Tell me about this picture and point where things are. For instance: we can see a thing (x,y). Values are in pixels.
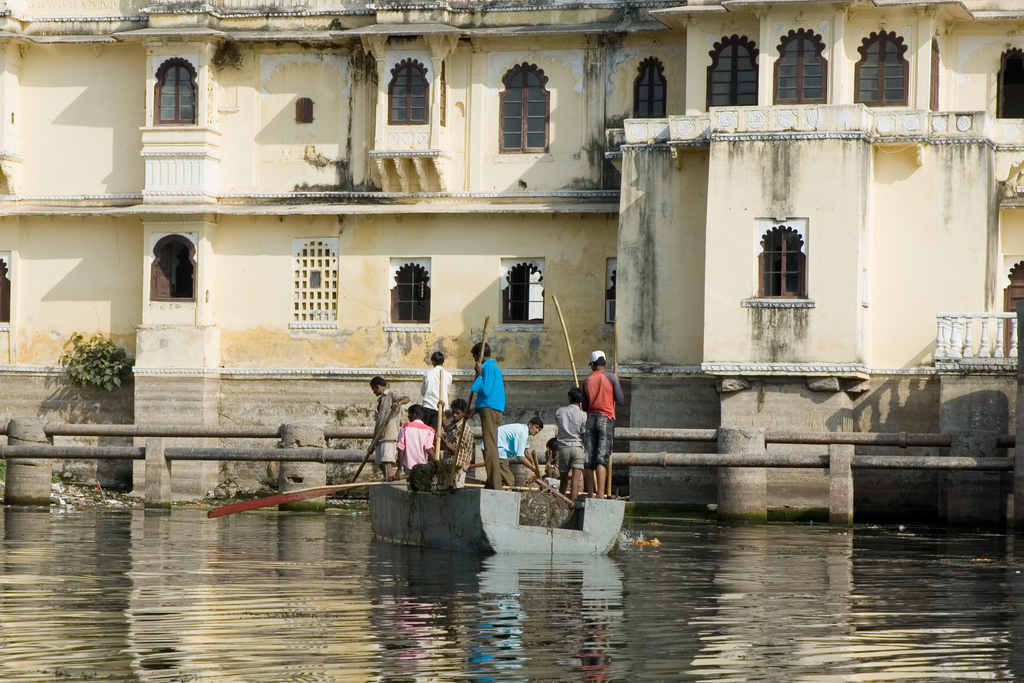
In this image I can see a white colour building (599,196), number of windows (507,82), water (988,546) and in it I can see a boat (478,492). I can also see number of people (520,450) over here and I can see few of them (467,430) are holding sticks (568,353). Over there I can see number of leaves (72,343).
